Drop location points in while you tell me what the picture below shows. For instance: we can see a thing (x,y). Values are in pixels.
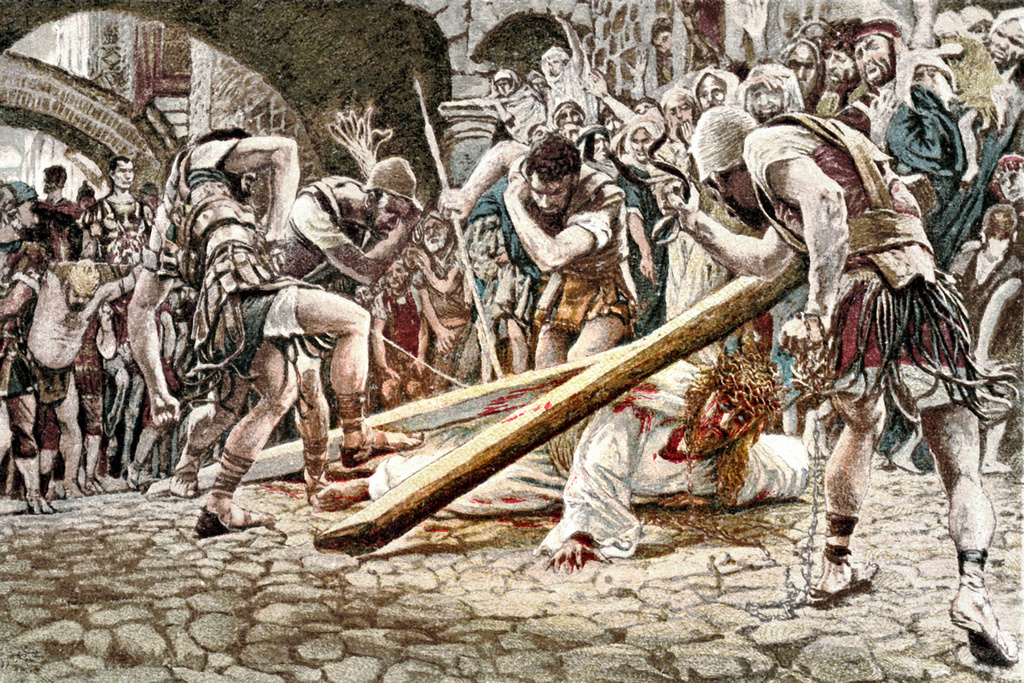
In this picture we can see a person (656,424) lying on the floor (467,556). We can see a wooden object (420,426) on this person (448,437). Few people (304,203) are surrounding this person (655,434). We can see some people (572,194) from left to right.
